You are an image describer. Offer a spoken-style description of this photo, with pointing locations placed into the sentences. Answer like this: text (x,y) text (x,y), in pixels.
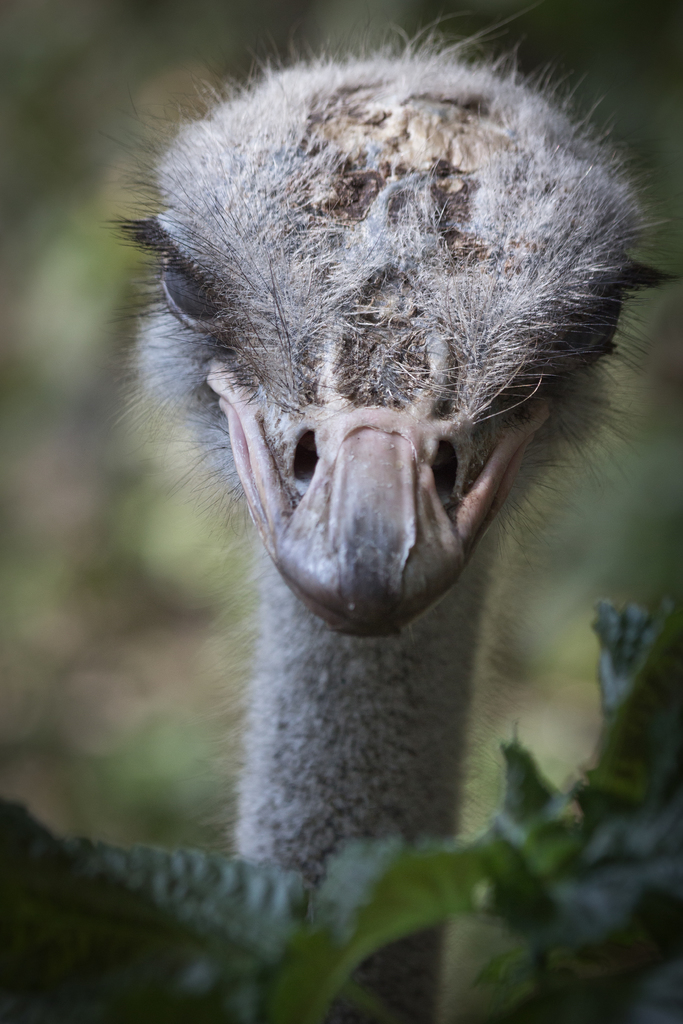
In this picture one bird (283,405) which look like ostrich (323,525) is staring.
